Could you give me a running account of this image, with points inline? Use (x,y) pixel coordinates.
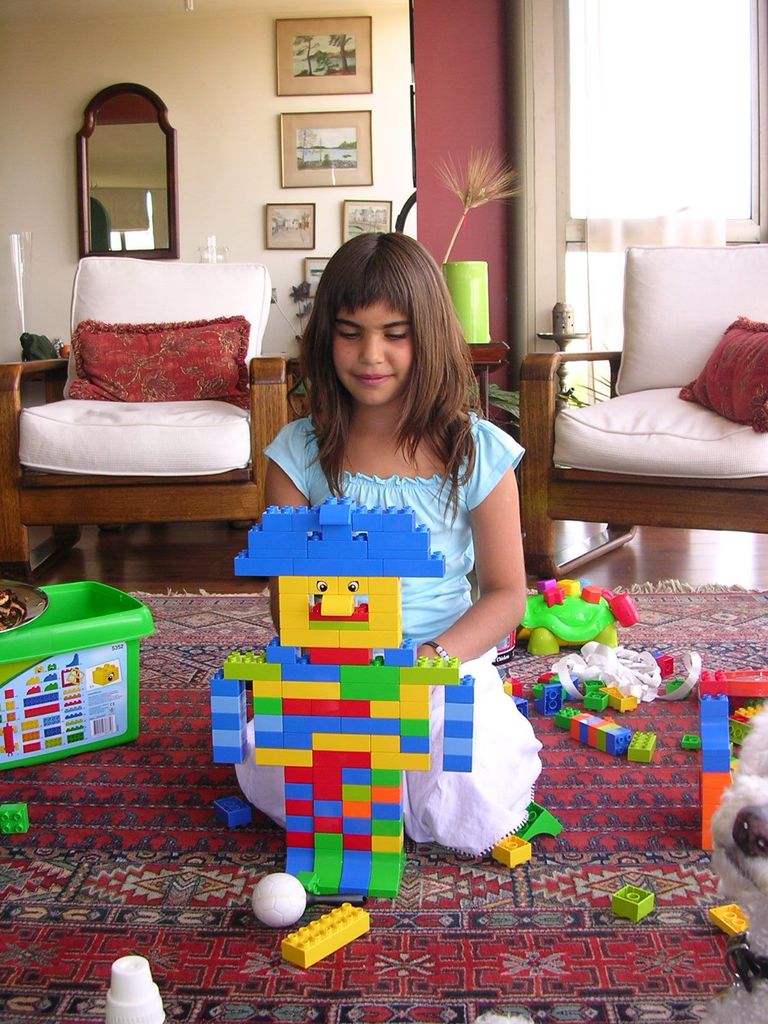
There is a kid (444,548) sitting on the floor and playing with a toy (371,657) in front of her and there is a white sofa (190,296) and a mirror (152,178) in the background (152,178).
